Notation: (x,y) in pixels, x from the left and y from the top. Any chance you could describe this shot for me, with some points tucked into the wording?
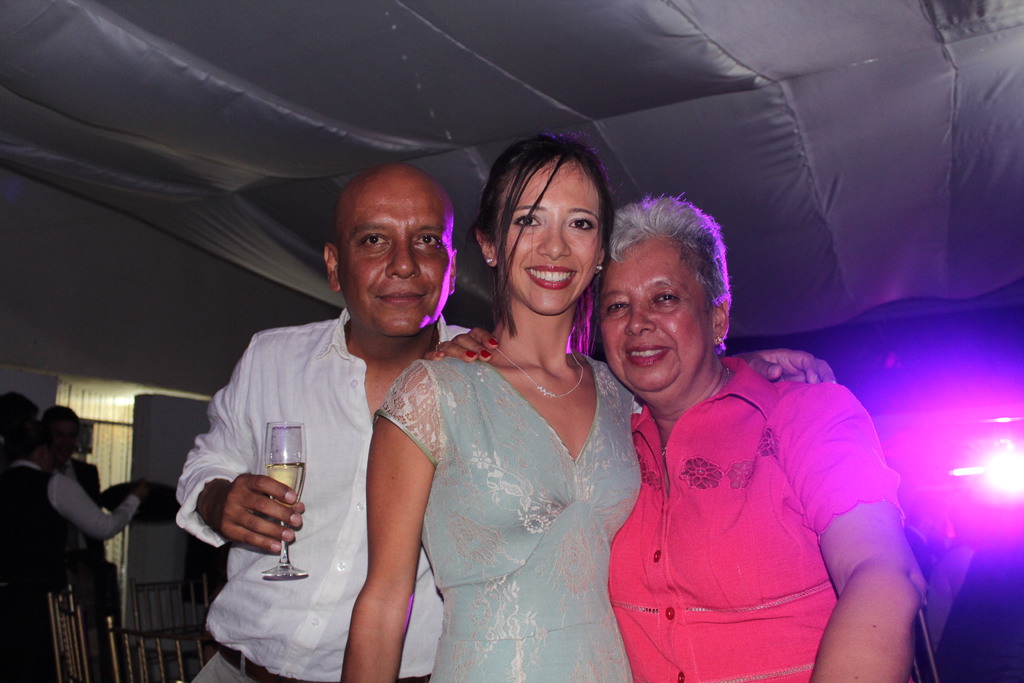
In front of the picture, we see two women (615,467) and a man (337,448) are standing. Three of them are smiling. They are posing for the photo. The man (333,426) in white shirt (304,421) is holding a glass (285,424) containing liquid (296,489) in his hand (268,534). Behind them, we see the chairs (158,605). On the left side (108,591), we see people (68,497) are standing. On the right side (1001,469), we see the light (966,427). At the top of the picture (614,139), we see a white color sheet (273,211). This picture might be clicked in the dark.
